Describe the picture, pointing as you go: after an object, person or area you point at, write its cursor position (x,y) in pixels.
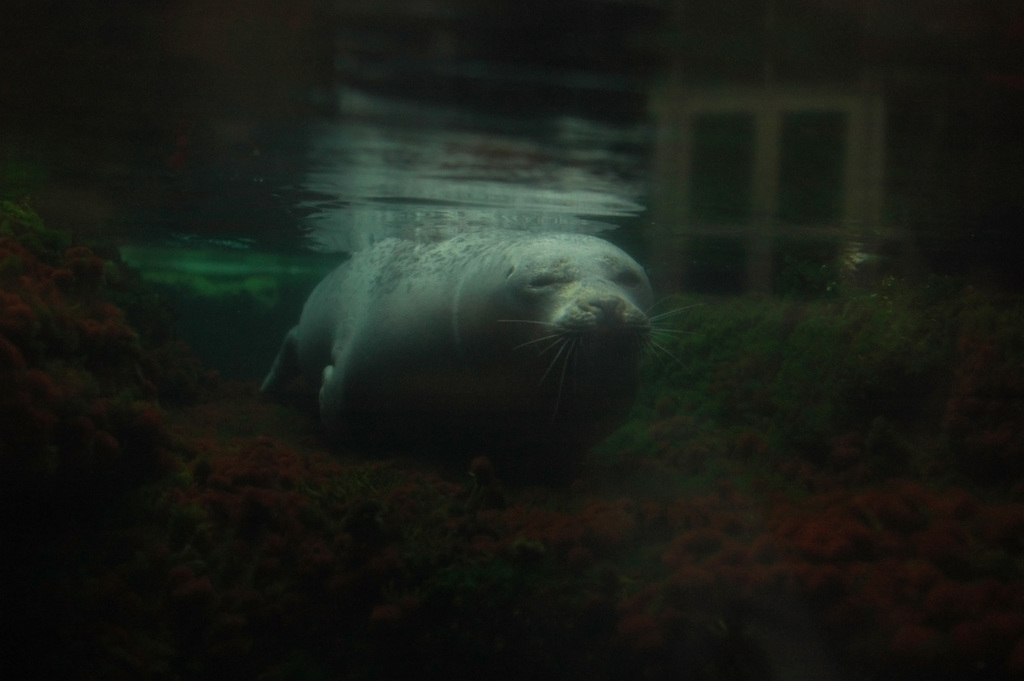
This image is taken under the water (839,239). There is a animal (323,307) at the center of the image (608,308).
